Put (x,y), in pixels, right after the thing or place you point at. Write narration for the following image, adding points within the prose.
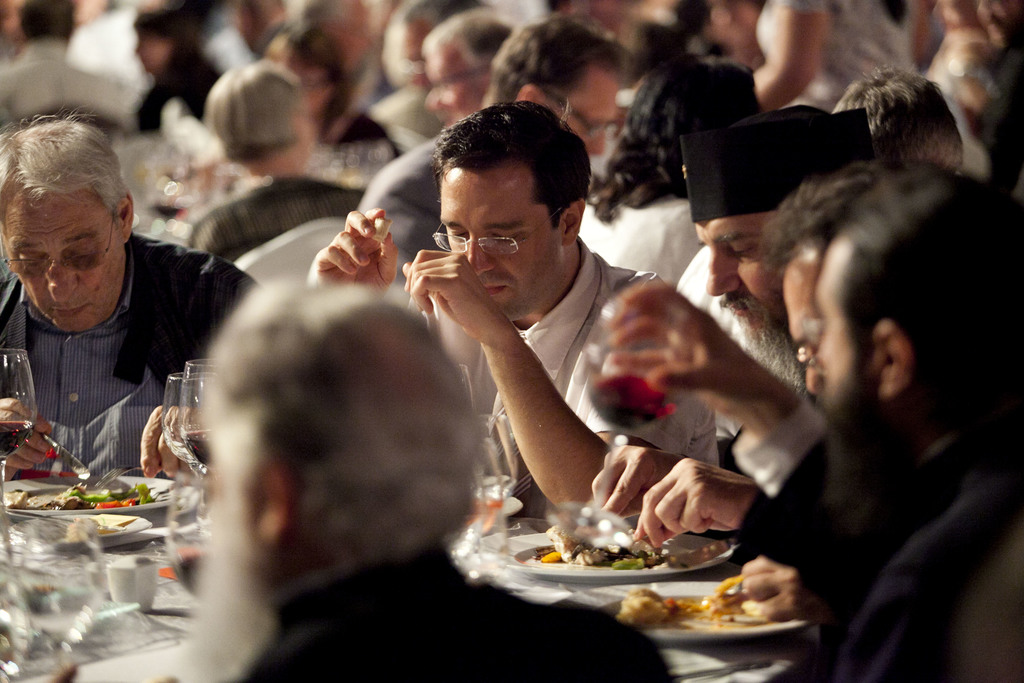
In this picture I can see many peoples (576,342) who are sitting near to the table (164,593). On the table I can see the plates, glasses (17,387), vegetable (110,492), bread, and other items (658,600). At the top (179,23) I can see many people (839,219) who are sitting on the chair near to the table (552,591).
